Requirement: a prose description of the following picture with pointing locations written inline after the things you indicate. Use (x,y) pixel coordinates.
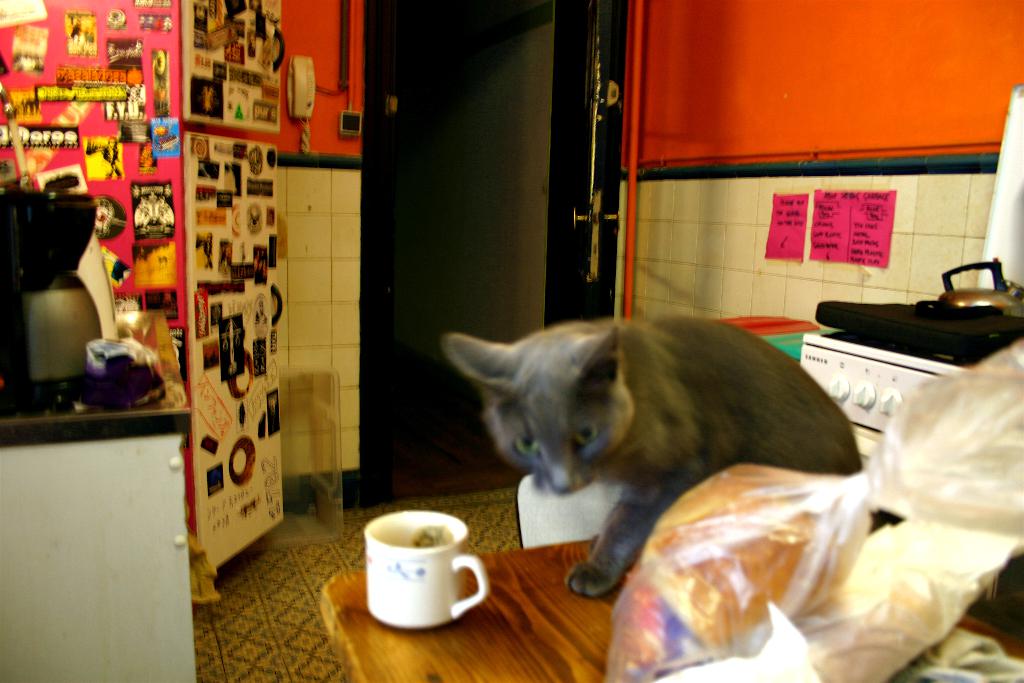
In this image I see a cat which is on the table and I see a cover (1021,358) and a cup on the table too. I see the wallpapers (831,214) on it and I see a telephone (301,119) over here and many other equipment (877,335) over here.
